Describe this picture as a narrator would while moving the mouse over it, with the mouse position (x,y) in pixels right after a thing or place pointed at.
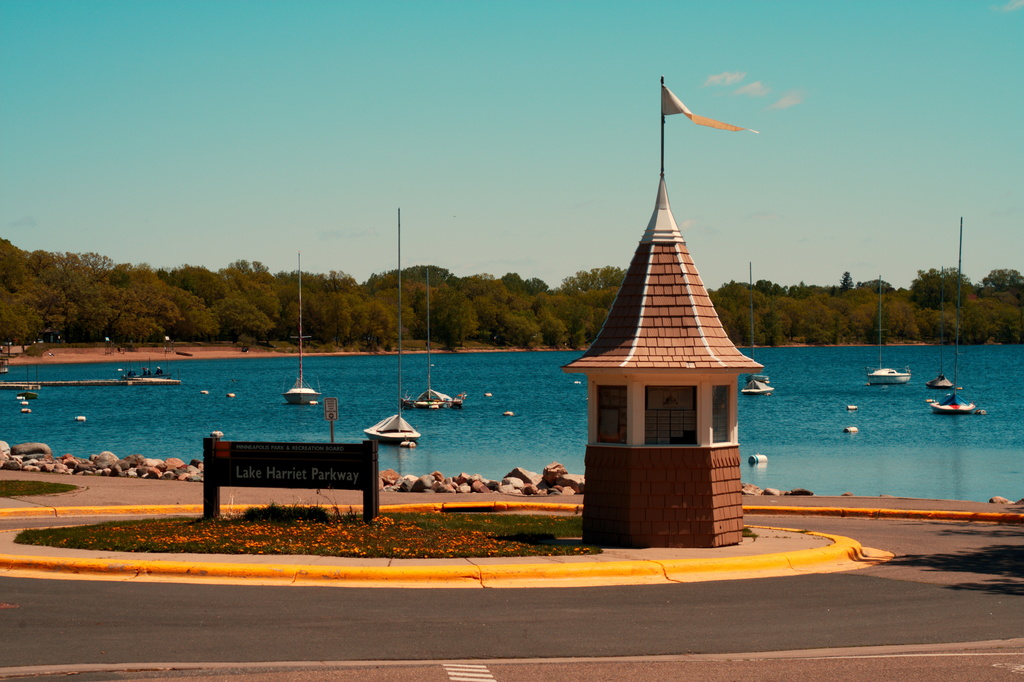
In the middle (670,422) there is a small room (662,361) and on it there is a flag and beside to it there is a board (336,472) on the grass (276,518) and around it there is a road (35,526). In the background (321,371) there are stones (142,469), boats (425,398) on the water (393,450), poles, trees (130,307) and sky (507,149).
